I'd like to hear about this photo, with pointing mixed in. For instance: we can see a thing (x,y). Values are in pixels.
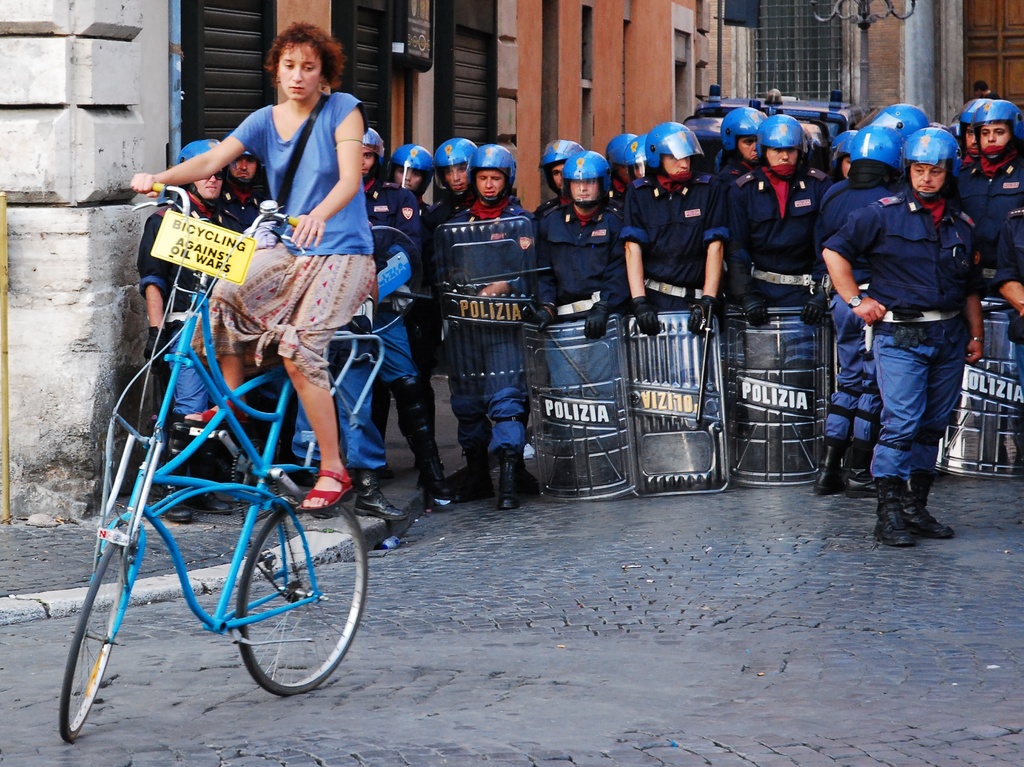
In this image I can see the group of people (662,282) standing. One person (331,294) is riding the bicycle (214,485). The board (185,226) is attached to the bicycle (201,283). At the background (536,44) there is a building (247,103).
